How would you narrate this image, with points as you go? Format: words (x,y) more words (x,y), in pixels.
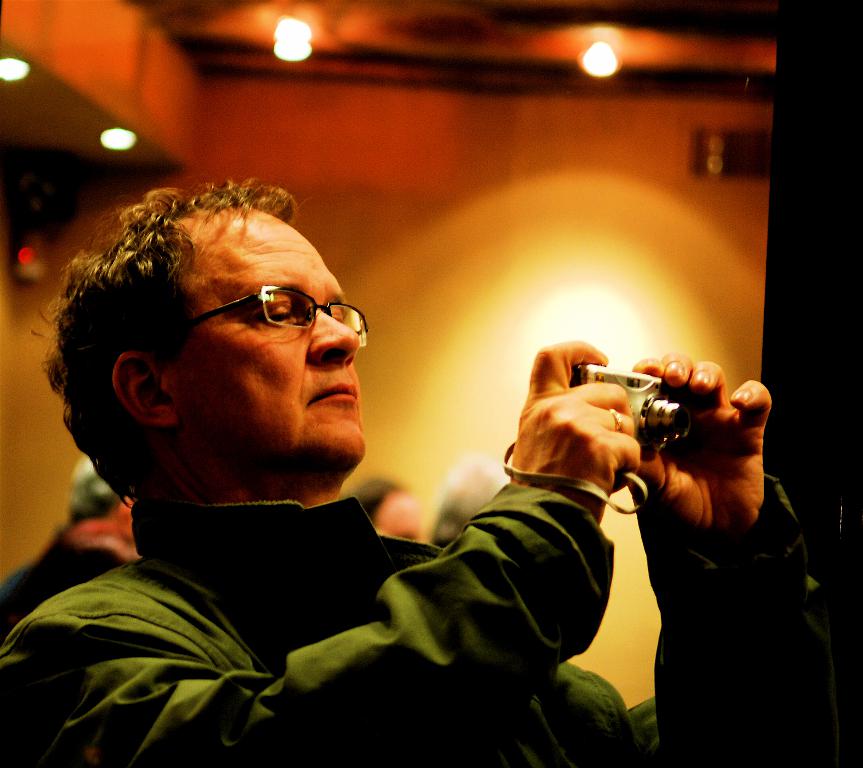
The man (383,537) in green jacket (552,627) who is wearing spectacles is holding a camera (661,415) in his hand (712,476) and he is clicking photos on the camera (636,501). Behind him, we see a wall (508,273) and at the top of the picture (696,7), we see the lights (593,62) and the ceiling (695,21) of the room (427,62). This picture is clicked inside the room (52,96). In the background (375,489), it is blurred.
